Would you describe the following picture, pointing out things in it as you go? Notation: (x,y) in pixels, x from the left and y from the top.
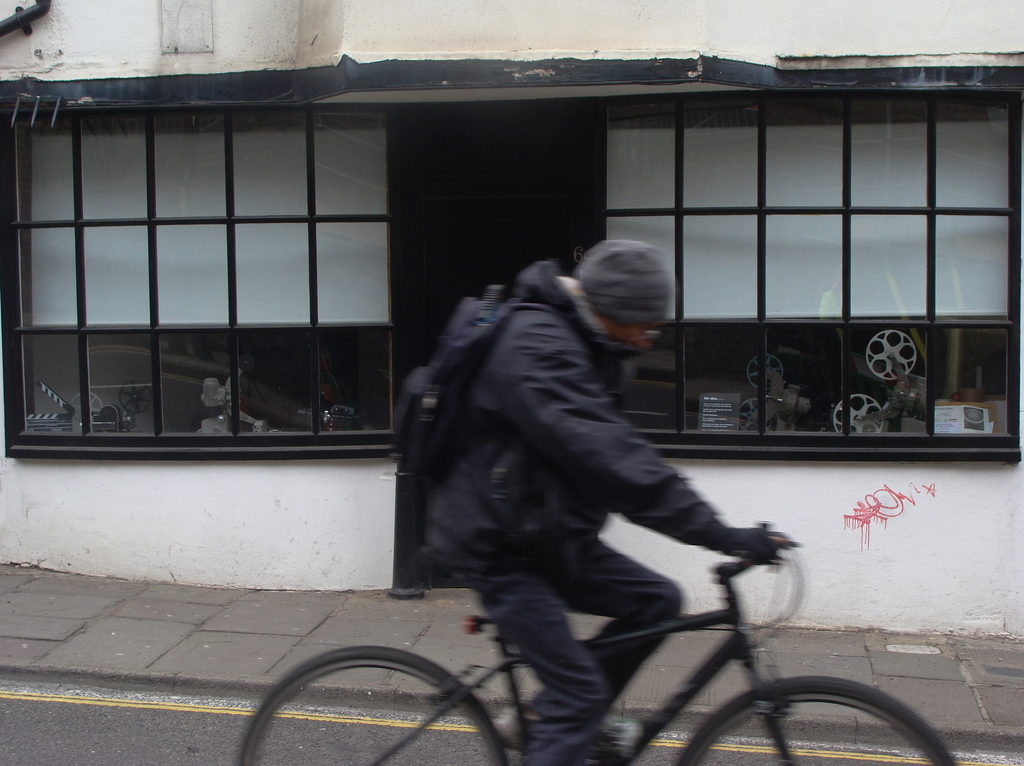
In this image there is a road (276,758) and a man (585,673) riding a bicycle (766,712) and in the background (829,370) there is a glass wall (727,250) and there is a black color rods (149,178).
